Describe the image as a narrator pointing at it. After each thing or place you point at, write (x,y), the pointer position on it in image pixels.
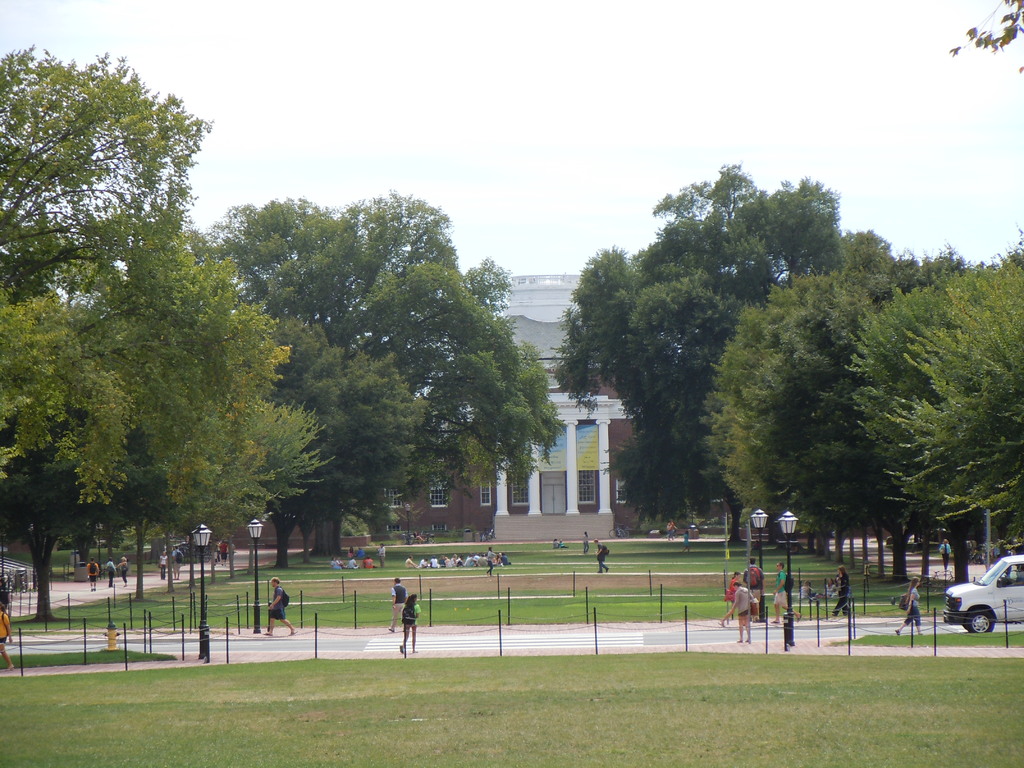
It is an university (518,487) and there are many students (735,601) moving around the university (427,506), in between there is a garden (461,601) and around the garden (551,595) there are a lot of trees (692,368).
